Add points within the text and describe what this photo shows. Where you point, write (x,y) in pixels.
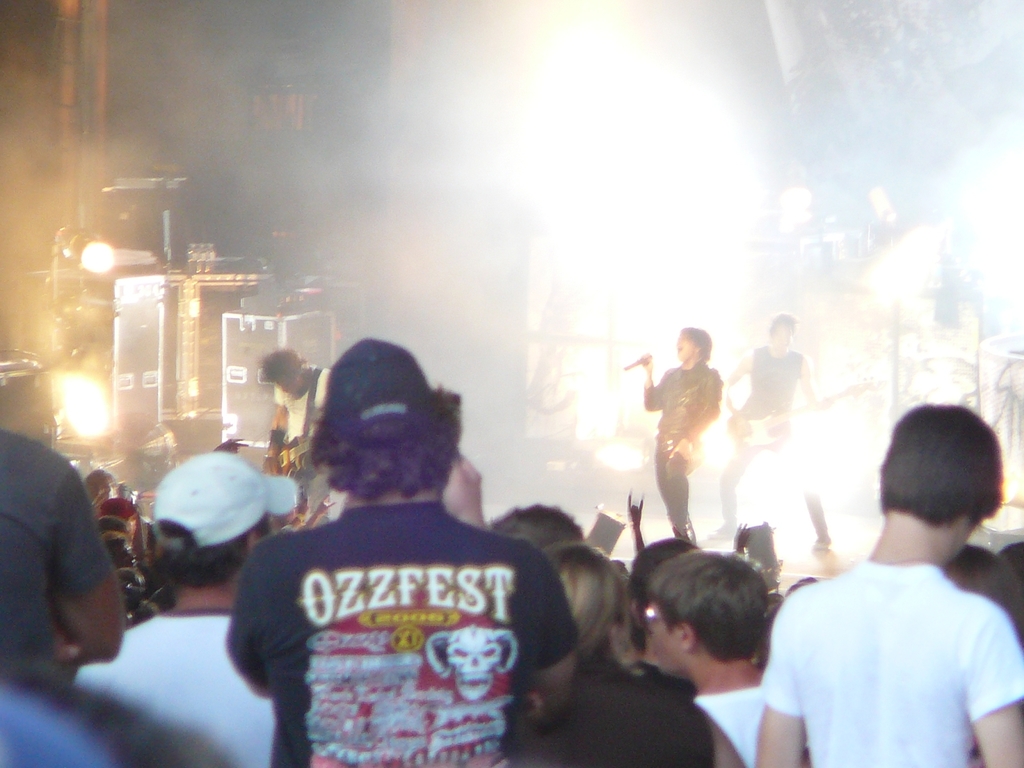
In the image we can see there are many people (621,581) wearing clothes (478,651) and some of them are wearing a cap (178,486). This is a guitar (770,436), microphone (629,365), light (91,262) and other musical instruments (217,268).
